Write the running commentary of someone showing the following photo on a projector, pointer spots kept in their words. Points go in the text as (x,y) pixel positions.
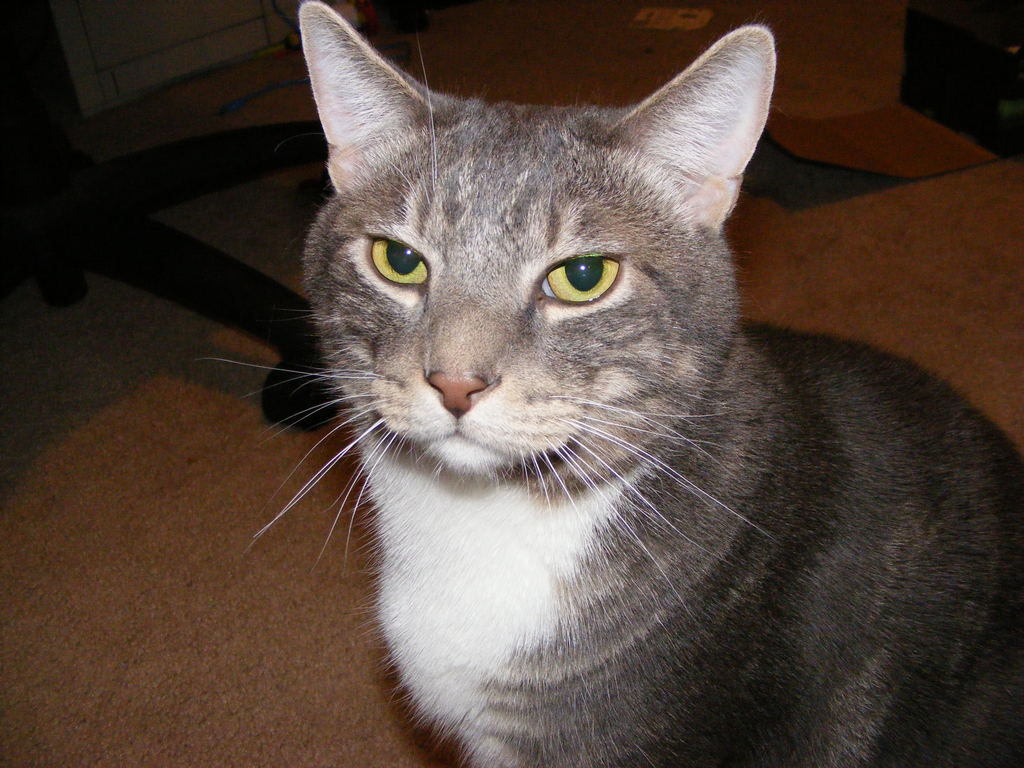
In the image we can see the close up picture of the cat (665,479) on the right side of the image (709,470). Here we can see the chair (60,180) and the floor (107,472).
